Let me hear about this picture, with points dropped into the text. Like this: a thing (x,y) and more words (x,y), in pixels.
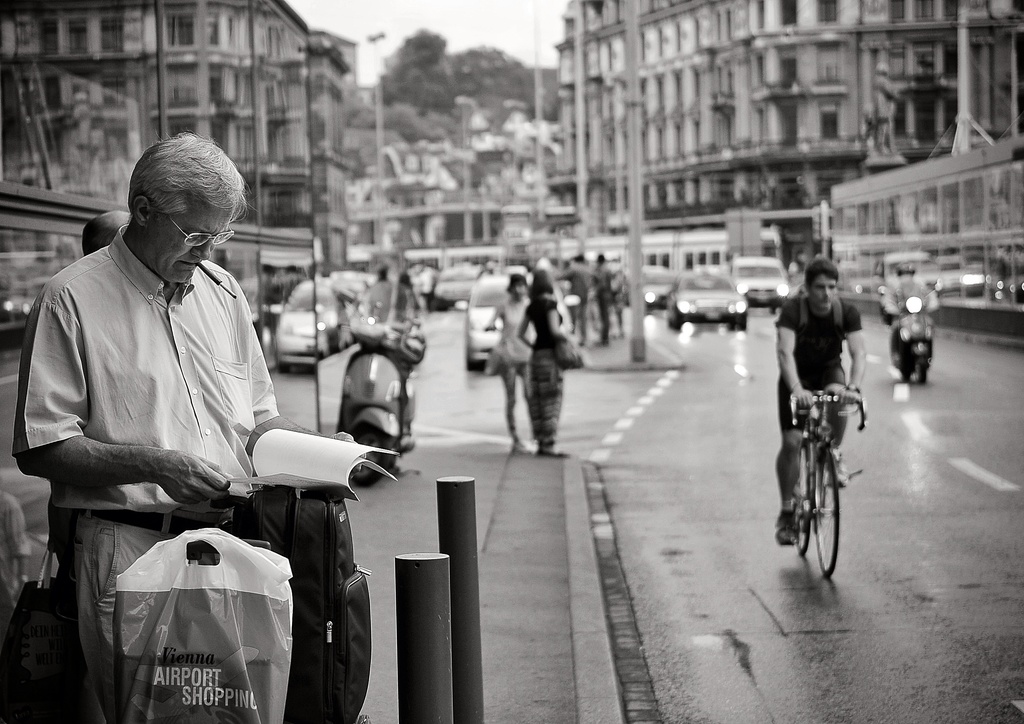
In this image i can see a man (165,392) wearing a white shirt (142,383) and pant (115,572) standing and holding a book (257,464), bag (318,563) and cover (256,588) in his hands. In the background (534,295) i can see few people (546,320) standing on the sidewalk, few vehicles (483,317) and a person (784,375) riding the bicycle (807,413). I can see few buildings (296,107), few trees (515,100) and the sky (438,6) in the background (437,52).
